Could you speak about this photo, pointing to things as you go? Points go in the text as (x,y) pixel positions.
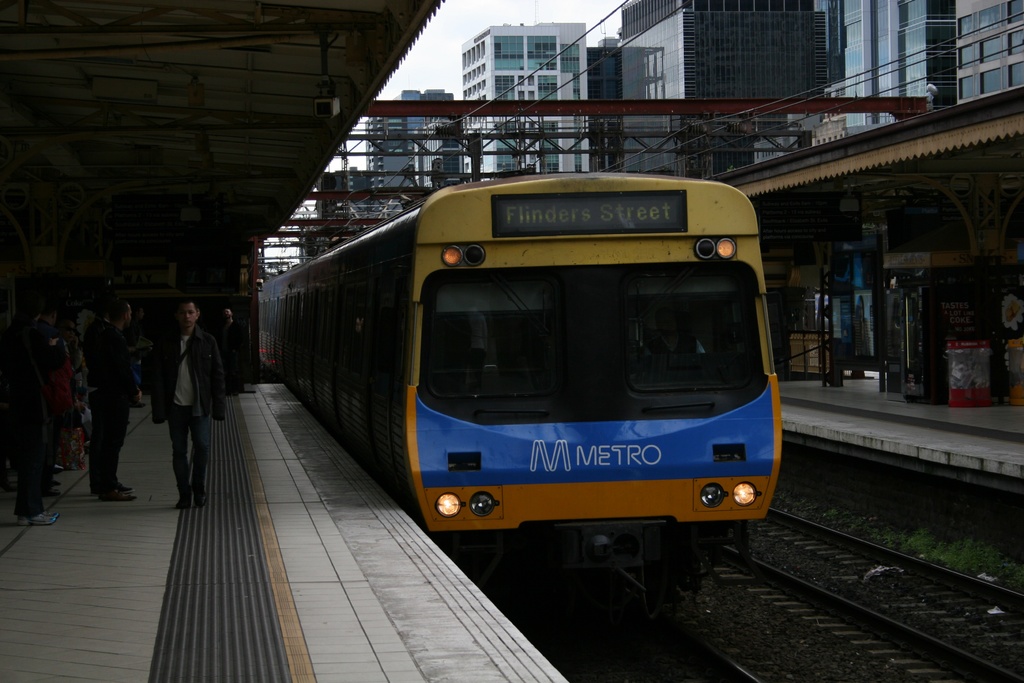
In this image I can see few railway tracks (610,651) and on it I can see a yellow colour train (484,316). On the front side of the train (538,241) I can see something is written and I can also see few lights (457,254) on it. On the both sides of the train (599,530) I can see platforms (120,566) and on the left side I can see number of people (175,453) are standing on the platform (51,614). On the right side of this image (1015,317) I can see few stuffs (891,319). On the top right side (977,31) I can see few wires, few poles (605,100) and number of buildings (792,18).
